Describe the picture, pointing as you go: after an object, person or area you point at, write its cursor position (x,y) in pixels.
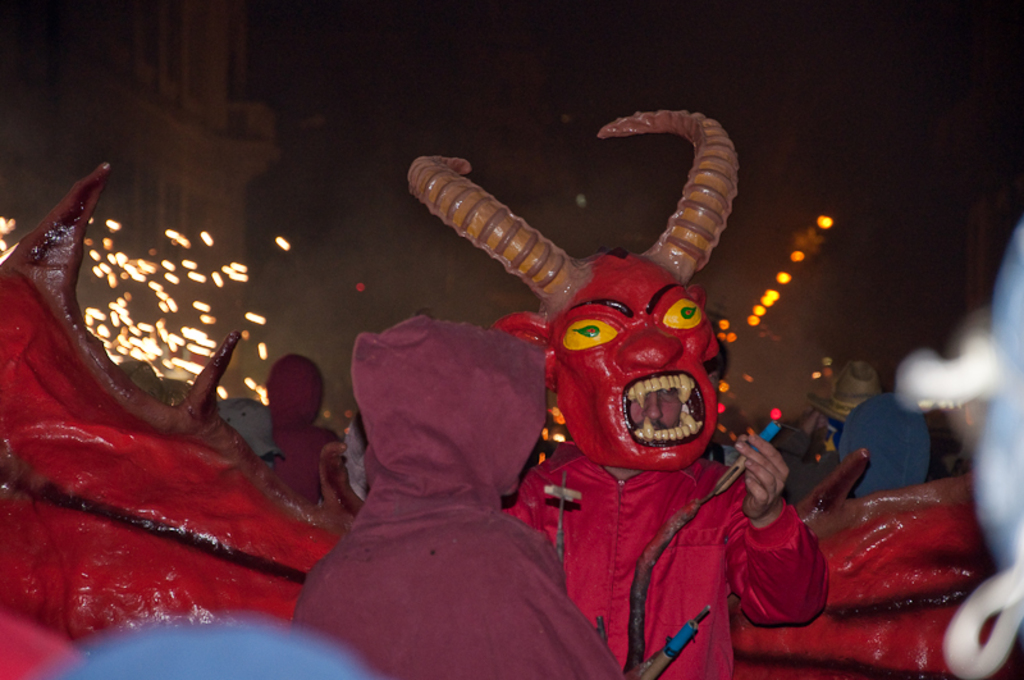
In this image we can see a group of people (372,451) standing. In that we can see a man (655,590) wearing the costume (648,639) holding an object (771,432). On the backside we can see some fireworks (151,251), lights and a building (151,234).
